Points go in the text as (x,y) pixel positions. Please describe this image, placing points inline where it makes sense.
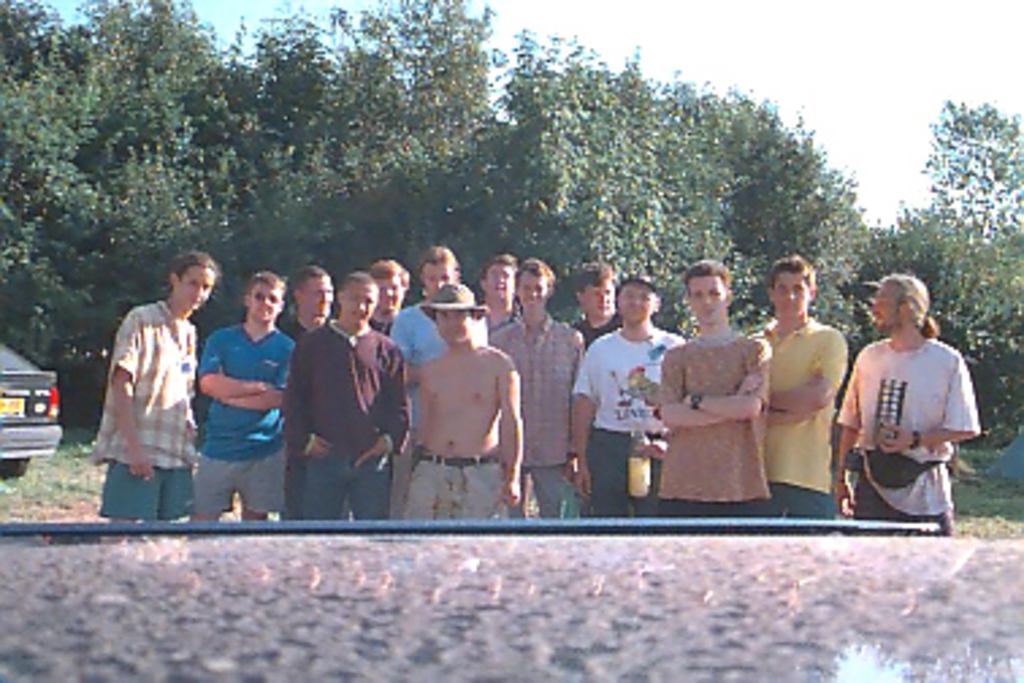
This picture is clicked outside. In the center (443,412) we can see the group of persons (586,372) standing on the ground (57,471) and we can see a vehicle (55,404), green grass (67,446) and trees (501,223). In the background (745,12) we can see the sky (872,17). In the foreground (809,619) we can see some other objects (296,572).
